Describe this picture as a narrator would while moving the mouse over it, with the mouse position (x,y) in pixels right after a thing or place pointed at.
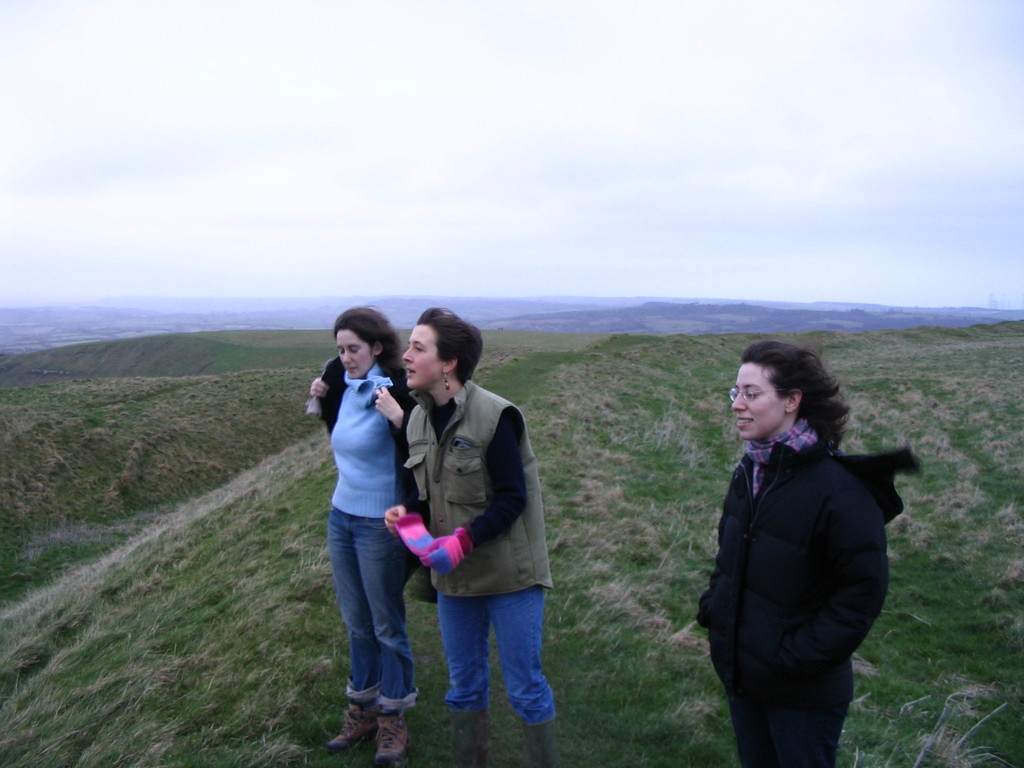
In this image I can see there are three women (767,486) standing on the hill (184,664), at the top (240,245) I can see the sky (731,217).
